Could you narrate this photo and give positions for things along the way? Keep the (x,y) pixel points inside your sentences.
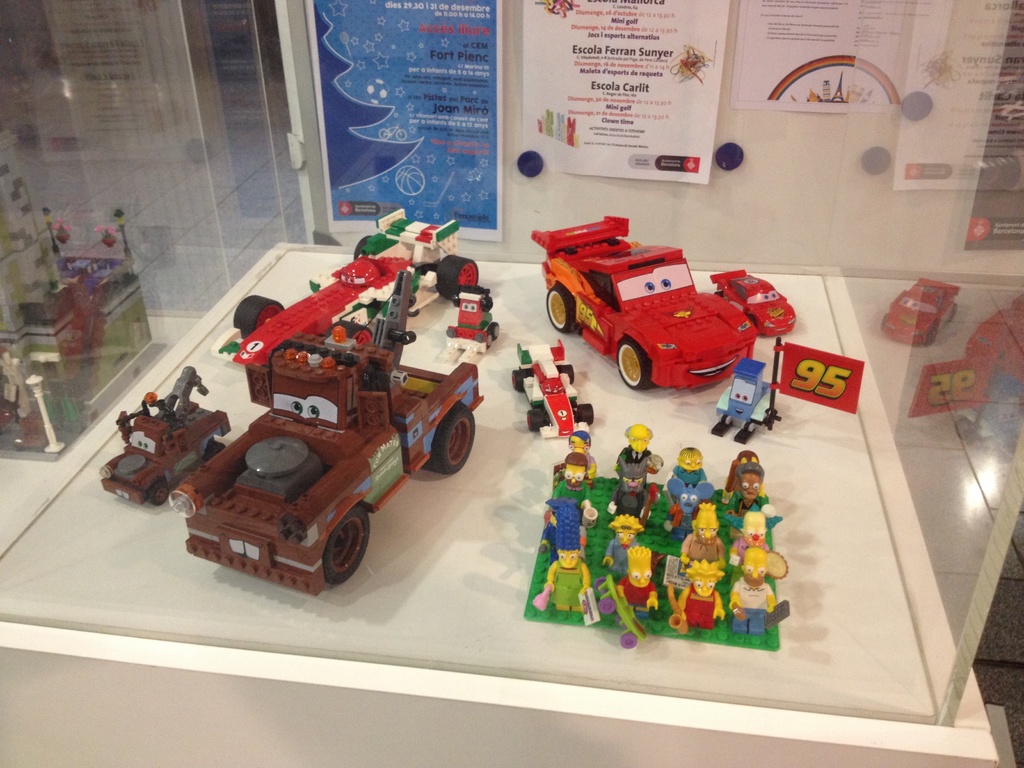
In this image we can see a group of toys (754,401) which are placed inside the glass container (438,558). On the backside (355,133) we can see some papers (367,139) with text (451,78) on a wall (479,248).
